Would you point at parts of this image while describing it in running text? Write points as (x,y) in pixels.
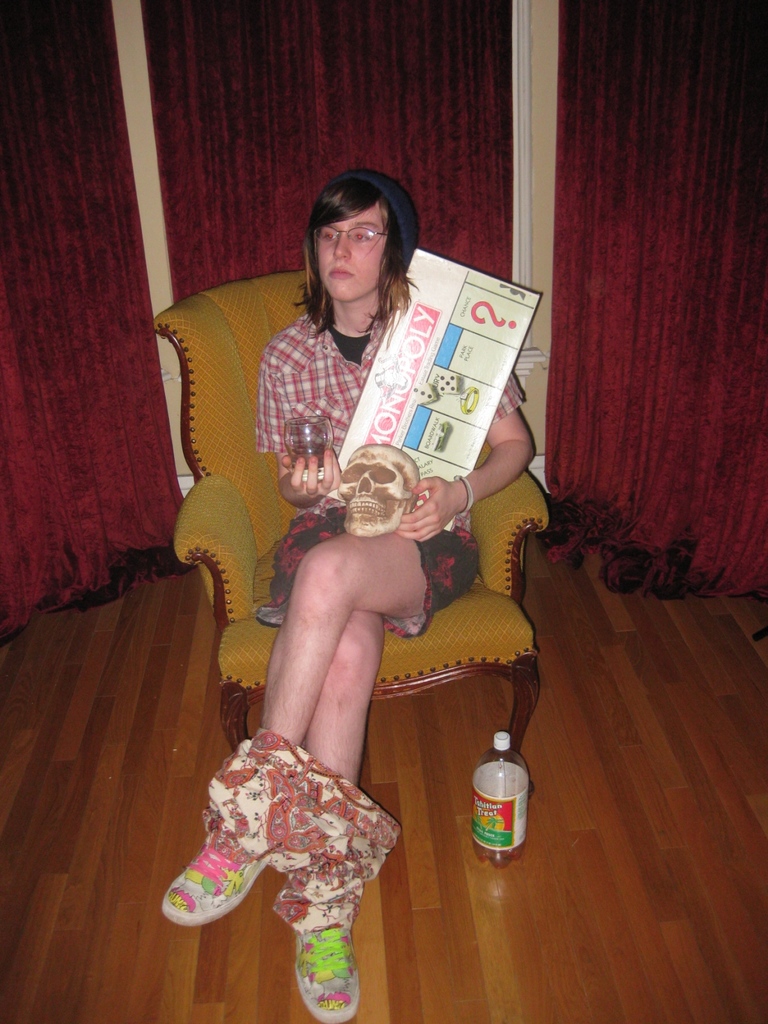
In this image I can see a woman (338,407) sitting on the chair (187,414) and holding a skull (373,479), glass (328,428) and paper (456,347), in front of her I can see a bottle (489,770) kept on the floor (470,955).
